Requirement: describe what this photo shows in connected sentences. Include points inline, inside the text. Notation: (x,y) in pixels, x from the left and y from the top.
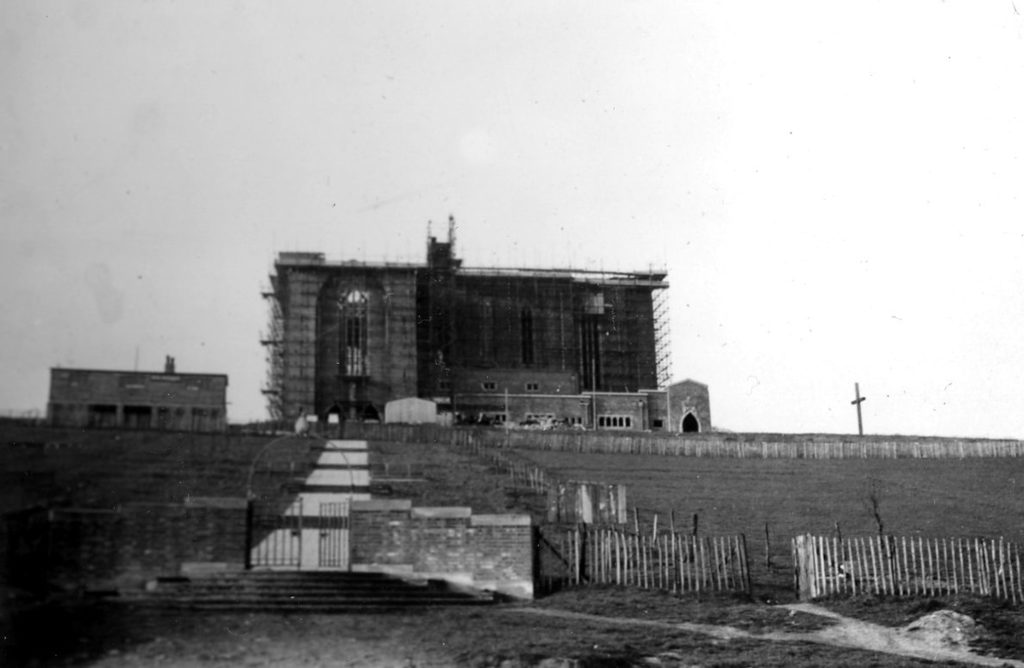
In this picture we can see a building (379,285). There is a cross sign (859,425) on the grass (856,438). A gate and few stairs (319,575) are visible. We can see wooden fencing (599,540) and some grass (391,455) is visible on the ground (168,648).
